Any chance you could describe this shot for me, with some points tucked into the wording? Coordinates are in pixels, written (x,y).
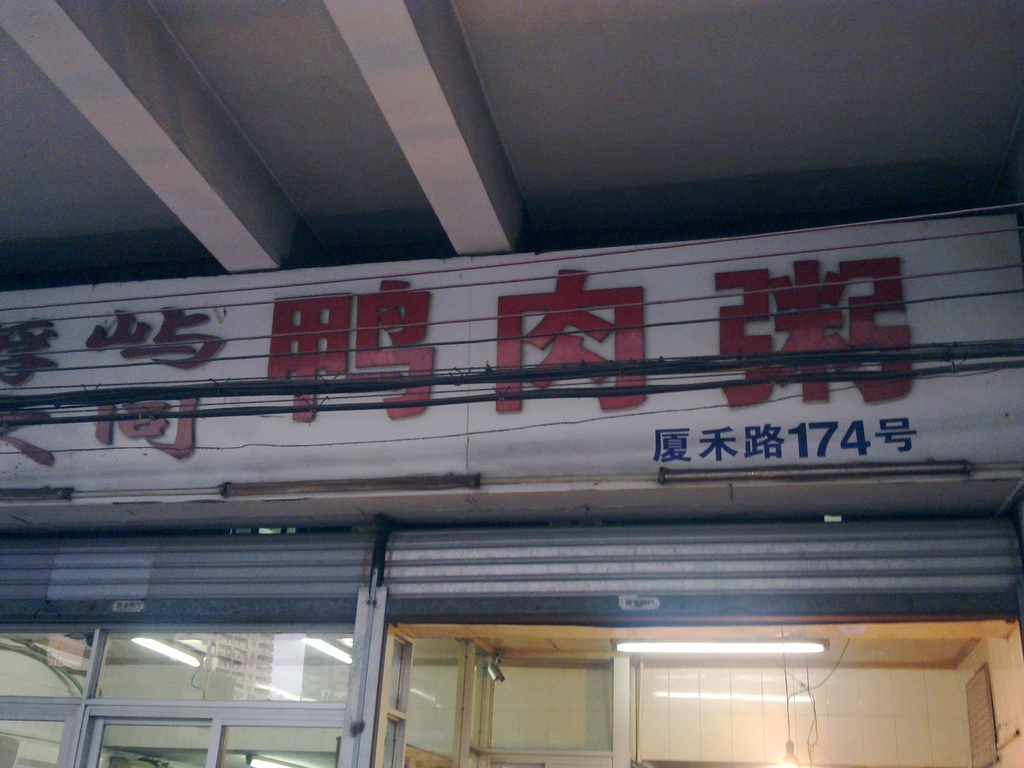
In this picture we can see few cables (214,390), a hoarding (209,429), few lights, rolling shutters (719,598) and glasses (286,654), and also we can see a camera (489,673).
